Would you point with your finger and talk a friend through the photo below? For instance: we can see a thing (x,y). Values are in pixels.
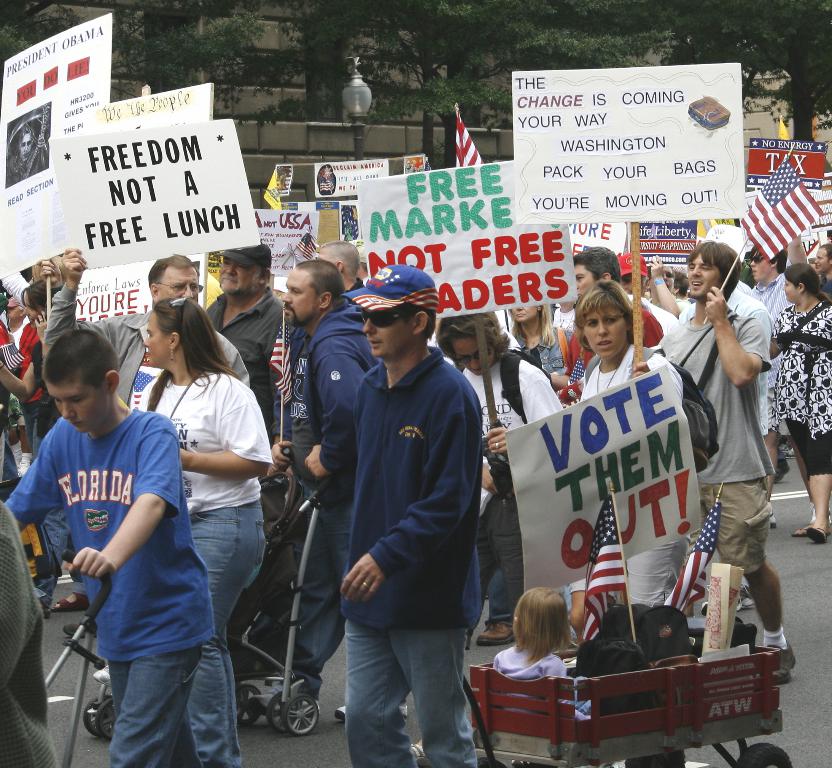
In the center of the image (383,370) we can see a group of people (341,401) walking on a road (830,607) with a boards (537,233). At the bottom (591,701) we can see a children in a cart (486,707). In the background (192,49) there is a tree (461,58), light pole (354,104) and building (296,132).
